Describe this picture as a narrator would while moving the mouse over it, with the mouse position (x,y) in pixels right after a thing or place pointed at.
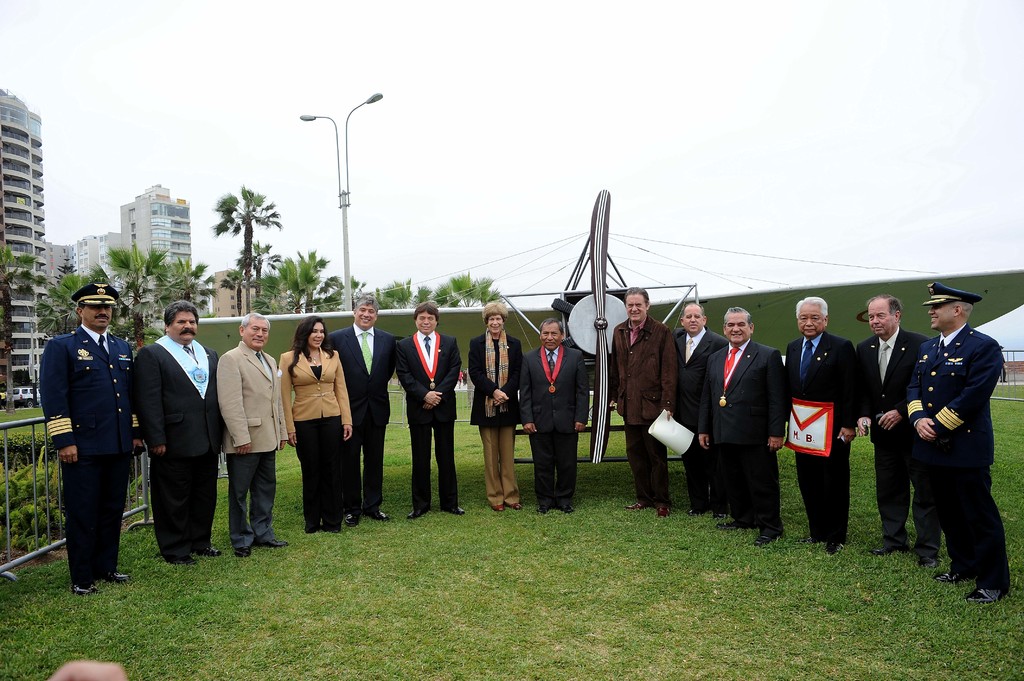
In this image I can see number of people (363,327) are standing on ground (69,602). I can also see few of them are wearing uniforms (967,339) and rest all are wearing suit (868,364), tie (804,363) and shirt (630,340). In the background (144,225) I can see an aircraft (287,336), a pole (345,266), few lights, number of trees (264,283), buildings (159,242) and grass (448,578).
